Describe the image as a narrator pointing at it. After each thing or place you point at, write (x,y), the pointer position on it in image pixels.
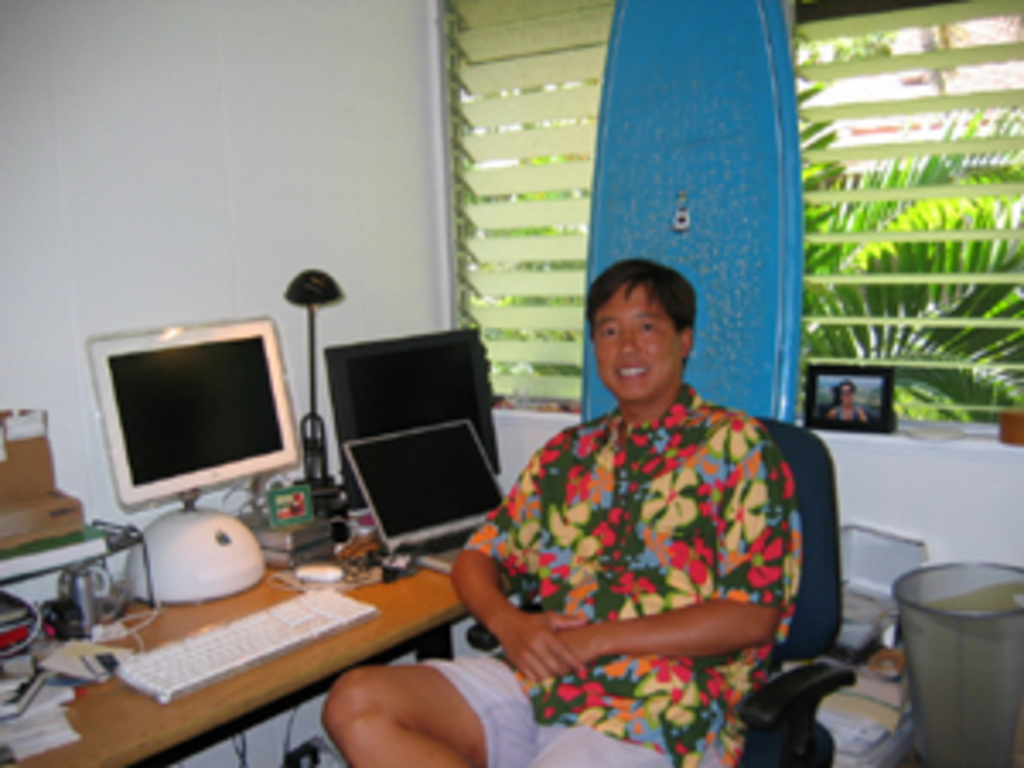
In this image there is one person (647,528) who is sitting in the middle of the image (675,475) in front of him there is one table (396,588). On the left side (176,445) there is one computer (169,430) and keyboard (262,614) on the left side of the bottom corner there are some books (41,718) and on the right side of the top corner there is one window (905,194) and there are some plants (895,202) and in the right side of the image (869,393) there is one photo frame (843,389) and in the left side of the top corner there is one wall (220,154).
